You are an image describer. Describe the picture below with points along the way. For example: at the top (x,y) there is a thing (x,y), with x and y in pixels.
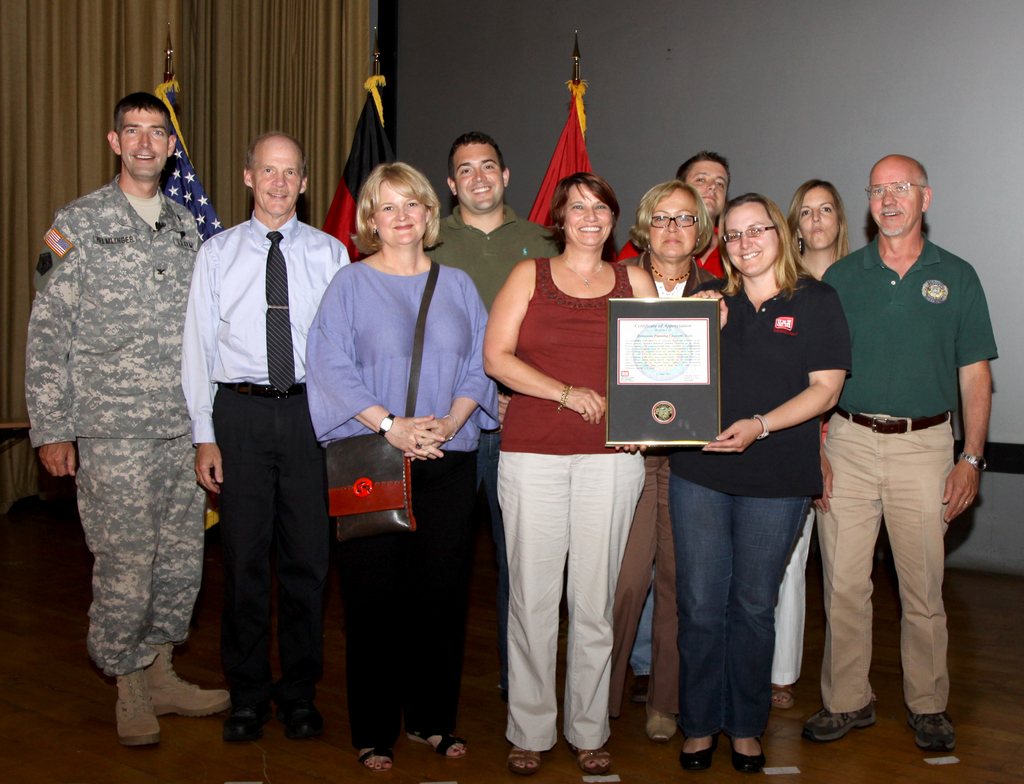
In this image we can see persons (837,467) standing on the floor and one of them is holding a certificate (691,350) in her hands (738,426). In the background (208,109) we can see walls (730,83), curtains (313,82), flags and flag posts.
